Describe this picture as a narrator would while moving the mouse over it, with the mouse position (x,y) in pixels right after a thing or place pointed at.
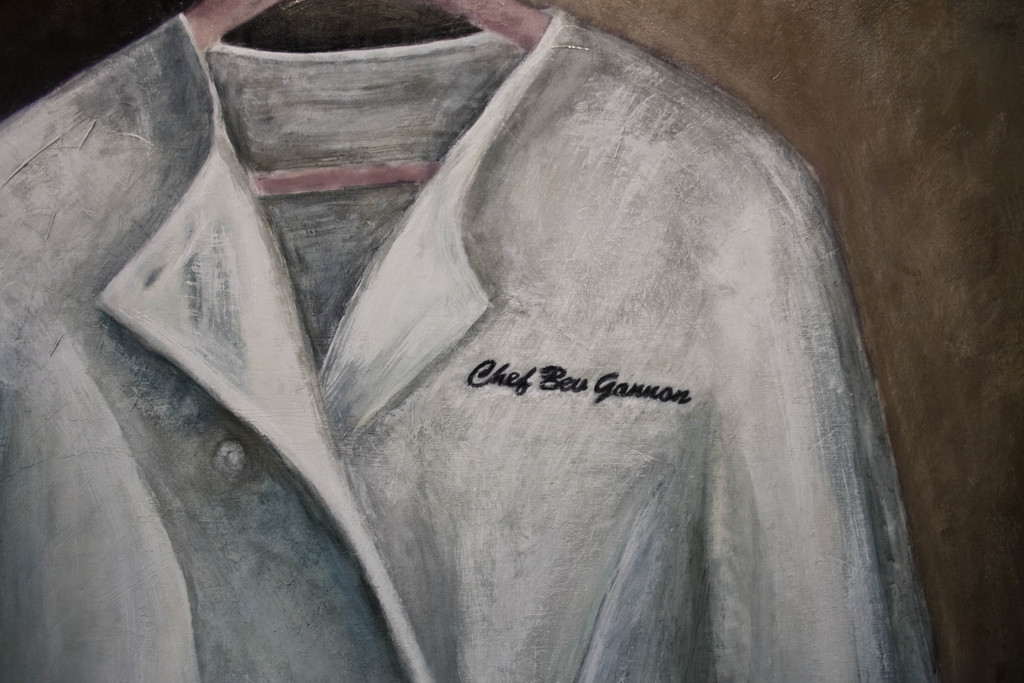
In this image I can see a depiction picture where I can see a cloth (397,274) and a hanger (270,175). I can also see something is written over here.
